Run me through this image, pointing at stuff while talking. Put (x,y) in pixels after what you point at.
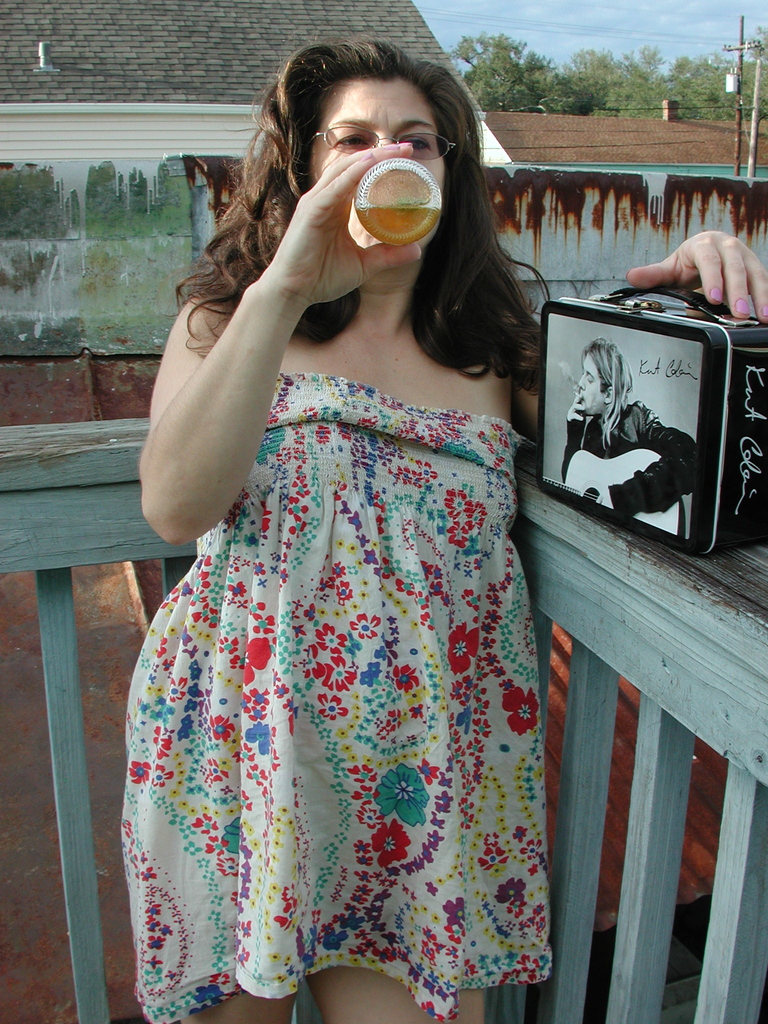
In this picture we can see a woman (200,667) and in the background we can see a roof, trees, sky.
